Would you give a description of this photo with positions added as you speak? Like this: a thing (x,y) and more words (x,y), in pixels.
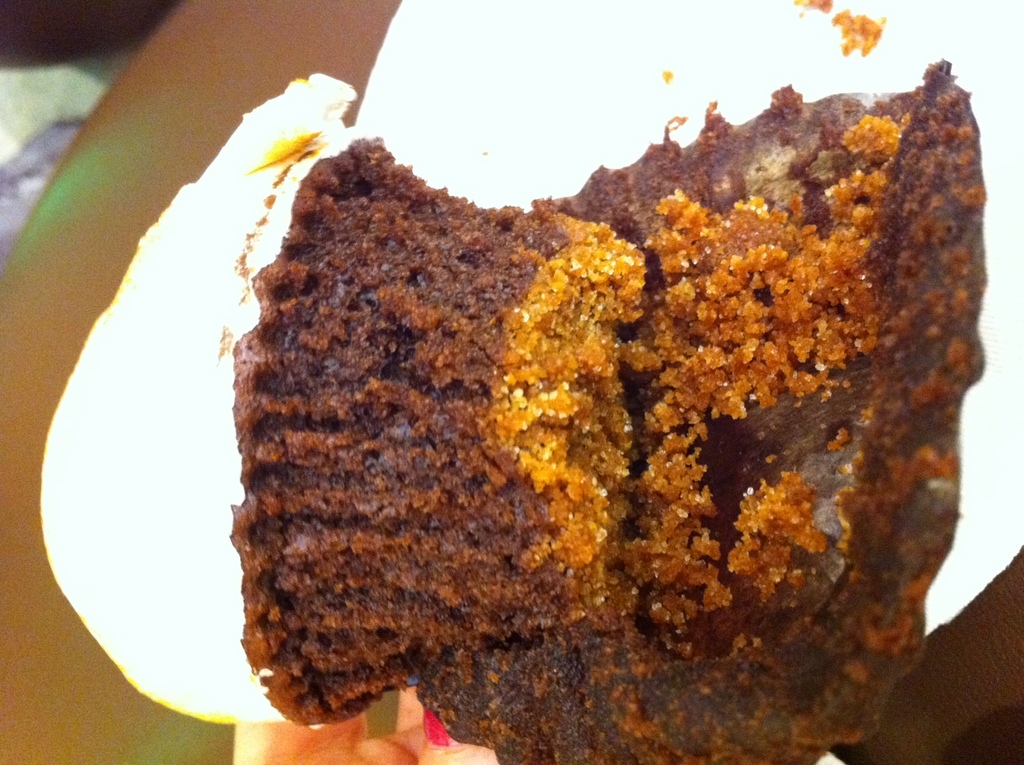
In the picture, it is a closeup picture of some food item (575,372).
